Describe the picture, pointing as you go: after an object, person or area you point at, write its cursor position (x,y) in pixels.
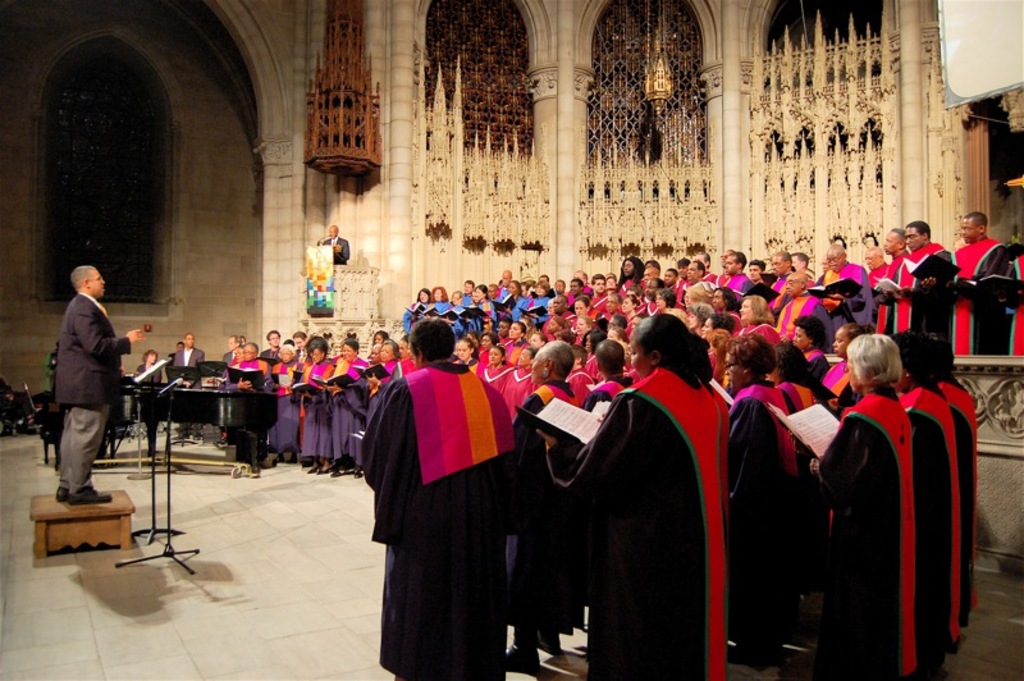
In the picture we can see many people (772,621) are standing inside the huge building (314,224), they are in black dresses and holding books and singing and in front of them we can see a man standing and in front of him we can see a stand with a book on it and to the walls (756,190) we can see some architecture (475,253).
